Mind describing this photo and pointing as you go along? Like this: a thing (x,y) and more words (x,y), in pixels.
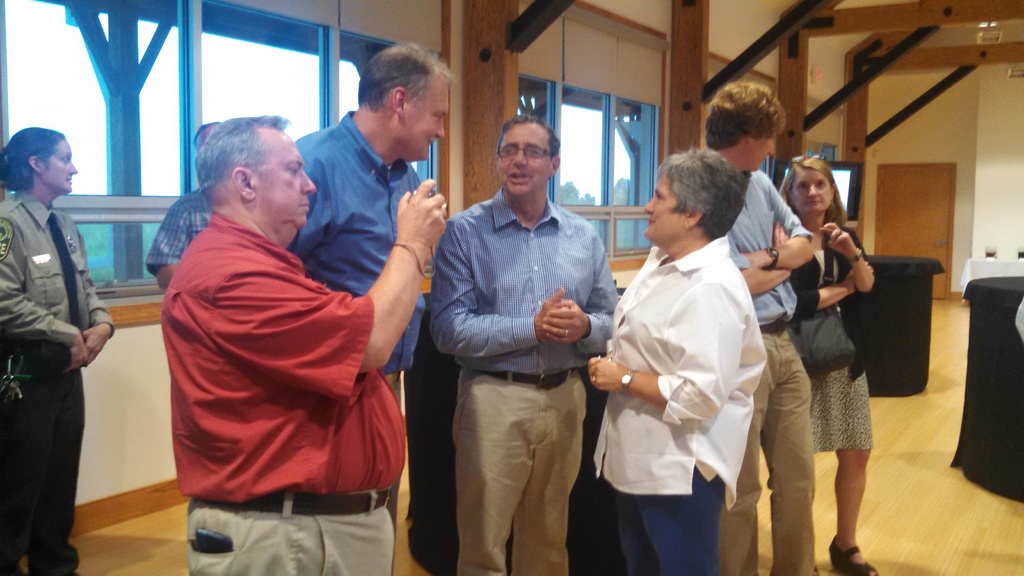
In this image, we can see a group of people (543,389) are standing on the wooden floor (931,533). Here we can see a person (441,218) is holding some object (434,188). Background (921,146) we can see a wall (911,156), glass windows (615,212), screen (853,186), door (913,214). Right side of the image (865,339), some tables (877,301) covered with cloth (975,312). Through the glass windows (565,206), we can see the outside view. Here there are few trees (590,203) and sky (597,191) we can see.
